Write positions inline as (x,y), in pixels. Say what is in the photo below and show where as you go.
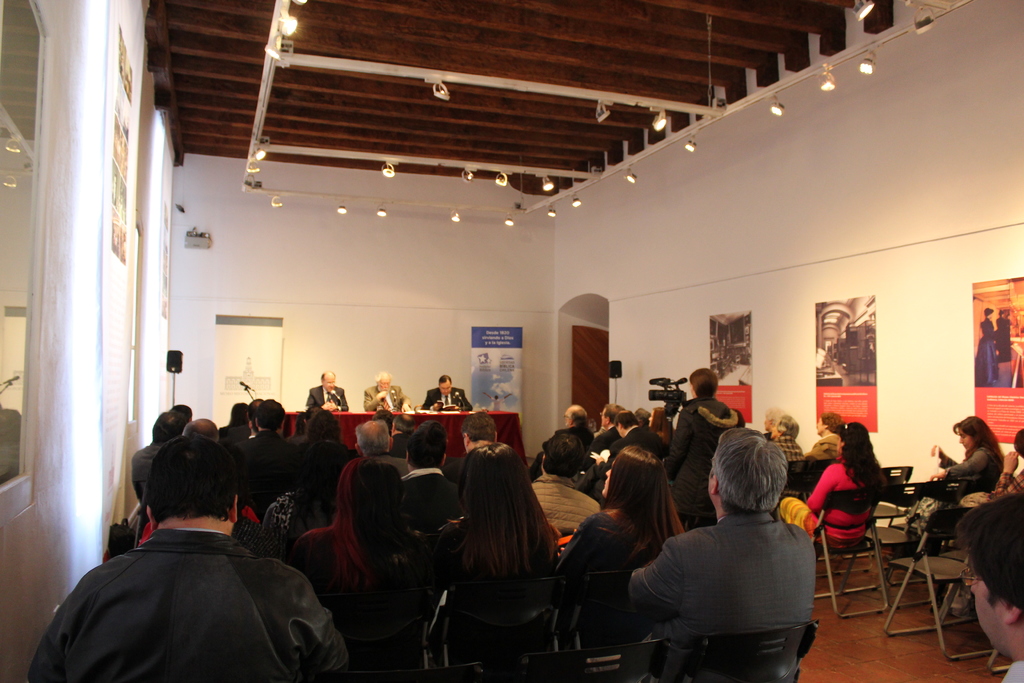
In this image I can see some people (576,530) are sitting on the chairs (920,572). At the top (502,175) I can see the lights (554,209).
